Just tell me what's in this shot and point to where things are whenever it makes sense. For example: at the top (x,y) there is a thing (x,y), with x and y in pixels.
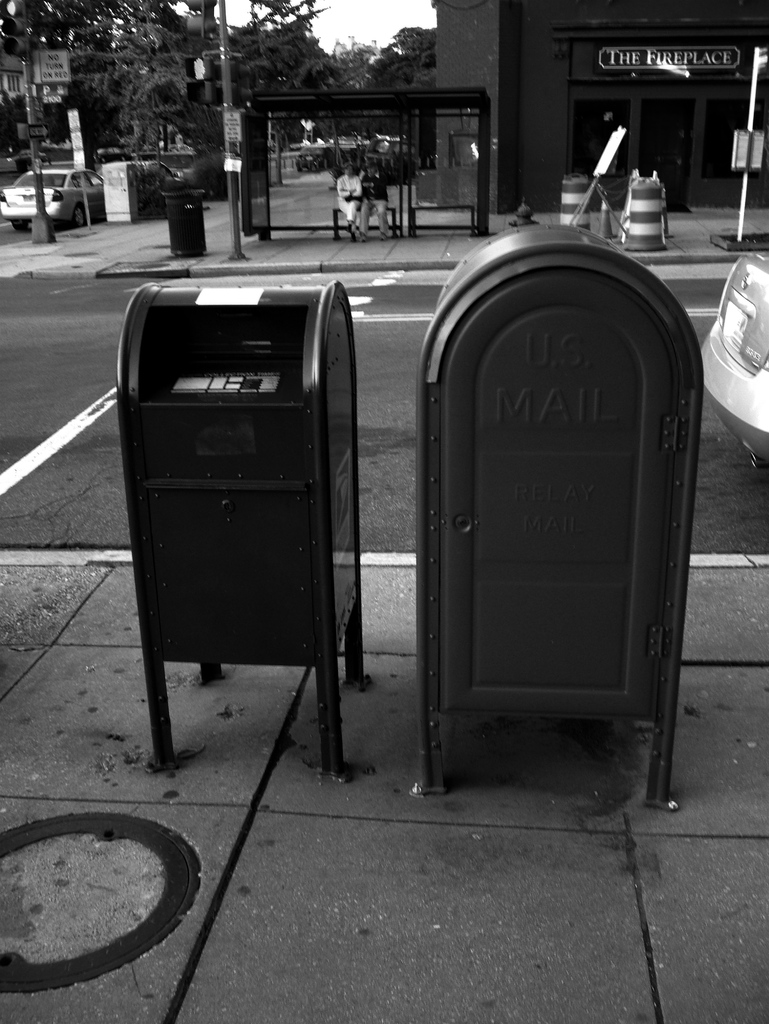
In this picture there are mail boxes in the center of the image (474,482), there are cars (736,313) on the right (734,325) and left side of the image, there are people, trees (205,131), poles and buildings (552,128) in the background area of the image (147,176).
